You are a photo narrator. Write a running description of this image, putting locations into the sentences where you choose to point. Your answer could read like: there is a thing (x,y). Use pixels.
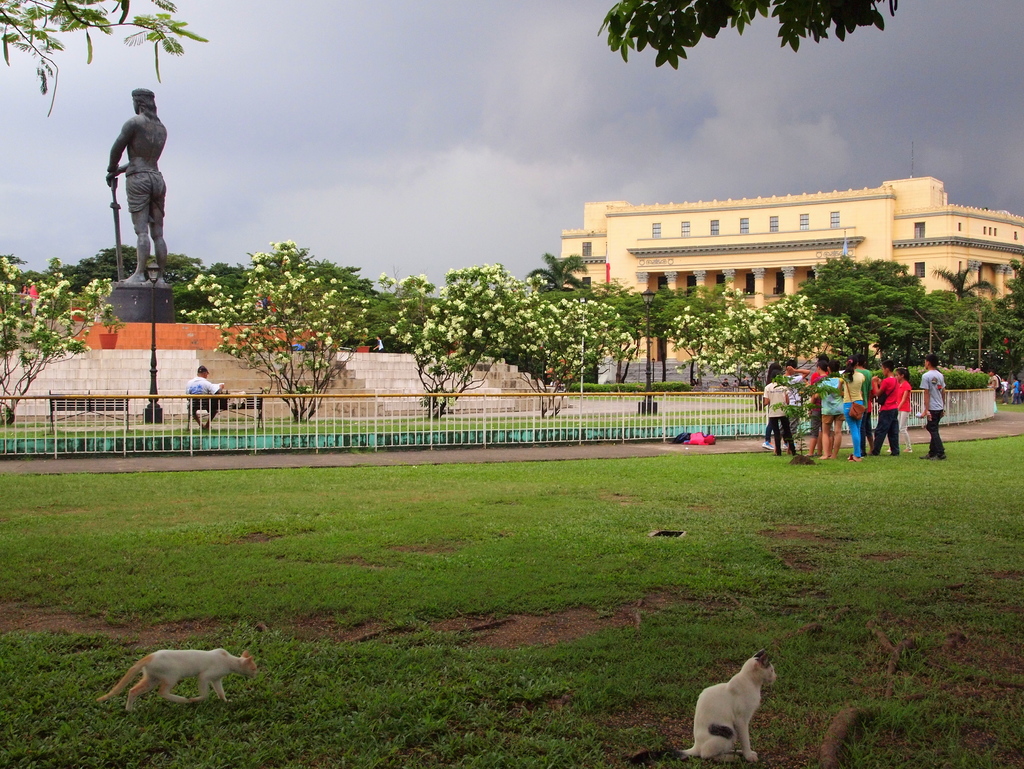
This picture describes about group of people (849,420), and we can see few cats (738,727) on the grass (515,538), in the background (161,147) we can see fence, trees (439,332), statue (137,207) and a building (759,254), and also we can see few flowers (423,330).
